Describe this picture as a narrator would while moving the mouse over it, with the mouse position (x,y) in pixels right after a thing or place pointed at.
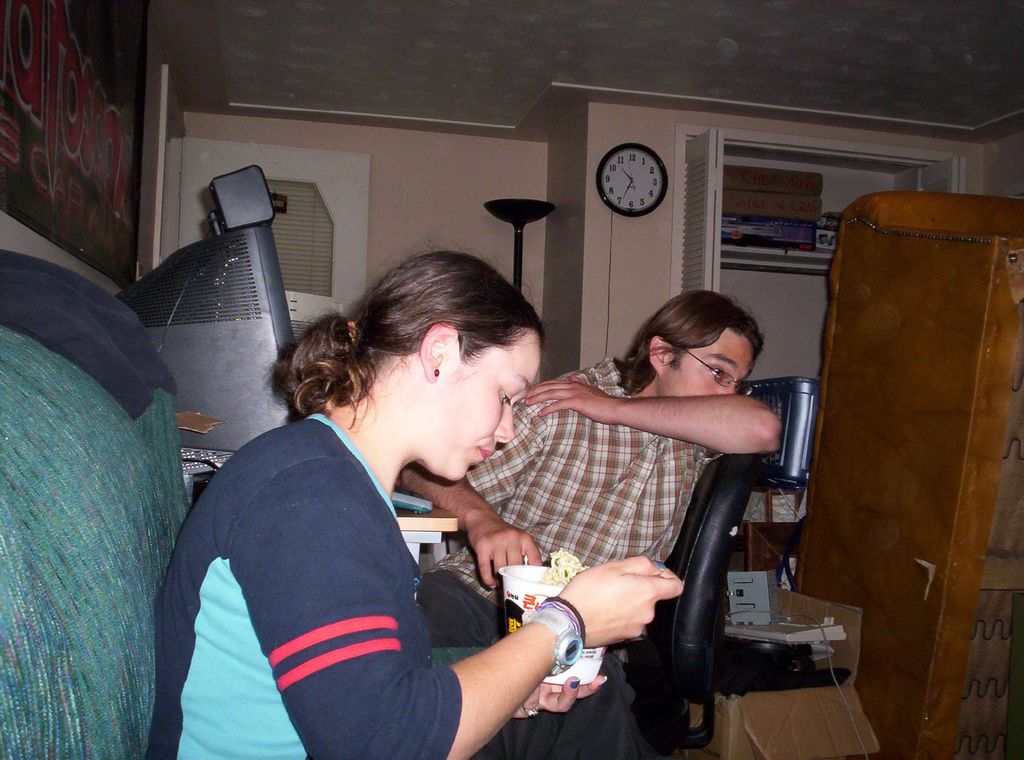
In this image there is a man (670,498) sitting on chair (697,655) and a women (336,661) is eating, in the background (264,297) there is table (441,532) on that table (422,535) there is tv (242,283) wall (588,149) to that wall (614,136) there is clock (643,169), shelf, on the top (494,28) there is ceiling (700,49).
